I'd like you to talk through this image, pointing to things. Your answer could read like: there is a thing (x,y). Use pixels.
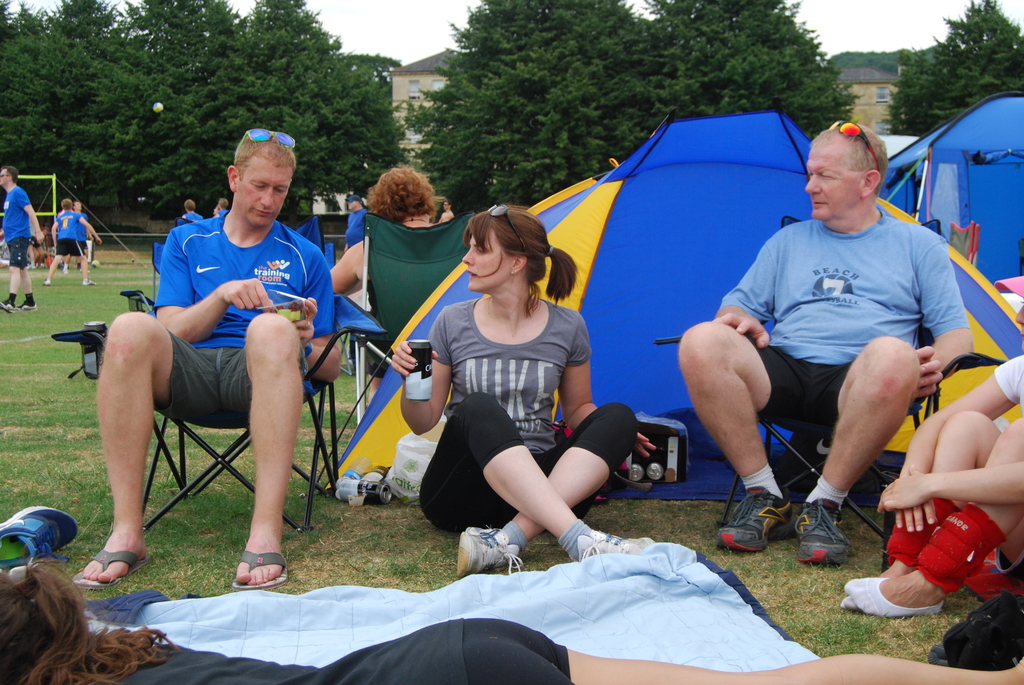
In this image I can see a person (198,267) wearing blue t shirt (198,255), short (205,386) and footwear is sitting in a chair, a woman (478,413) wearing grey t shirt (505,383), black pant (469,444) and white shoe (480,539) is sitting on the ground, a person (736,375) wearing blue t shirt (838,305), black short (792,393) and black shoe (740,522) is sitting in a chair (795,421) and to the bottom of the image (54,571) I can see a woman (217,677) laying and to the right side of the image (1001,448) I can see a person (988,499) sitting. In the background (622,337) I can see few tents (721,240), few persons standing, few trees (323,109), few buildings (398,98), a ball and the sky (413,45).
